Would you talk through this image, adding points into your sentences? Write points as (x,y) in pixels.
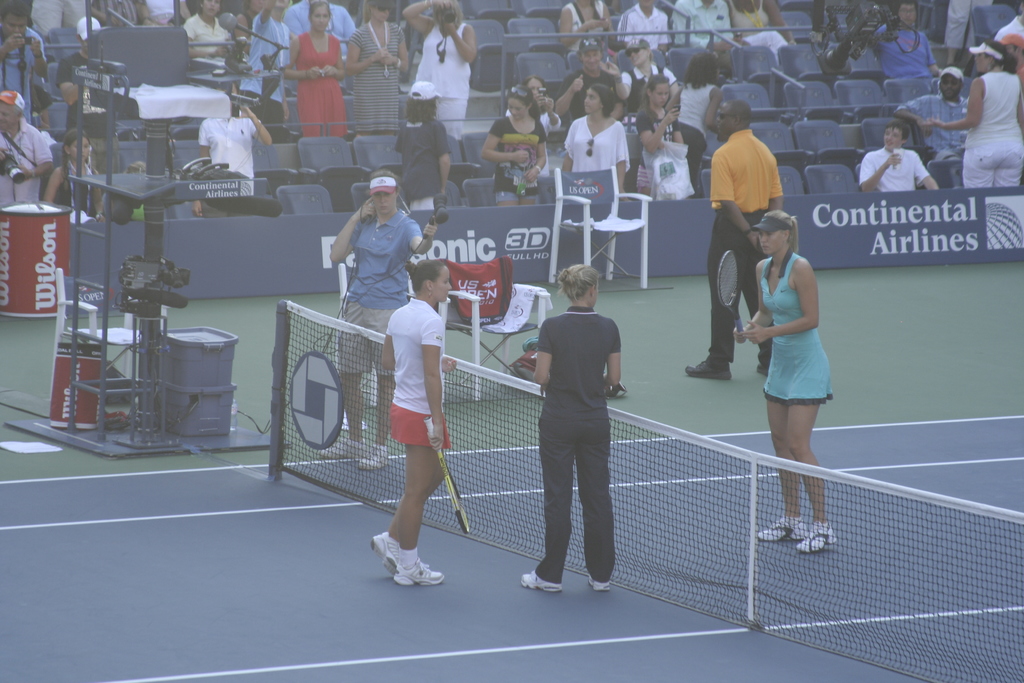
In this image 2 woman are standing and holding a tennis racket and at the back ground (380,276) there are group of people (599,21) standing and some group of people (640,3) are sitting in chairs (349,141), there is chair (613,236), hoarding (329,268), camera (165,283).
